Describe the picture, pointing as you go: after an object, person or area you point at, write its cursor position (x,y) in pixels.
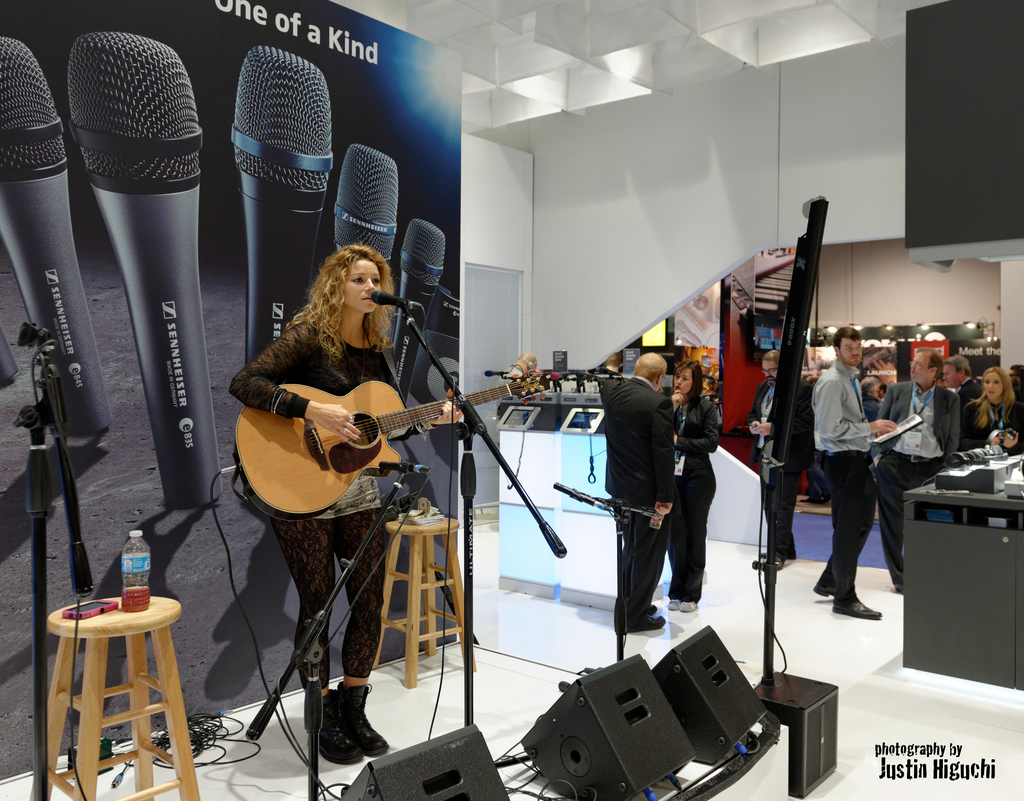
The image contains there are so many people (676,442) are in the room (713,604) and one girls (312,525) she is playing the guitar (406,424) and singing the song in front of the mike (372,297) in stage (446,727) there are some instruments (478,741).
